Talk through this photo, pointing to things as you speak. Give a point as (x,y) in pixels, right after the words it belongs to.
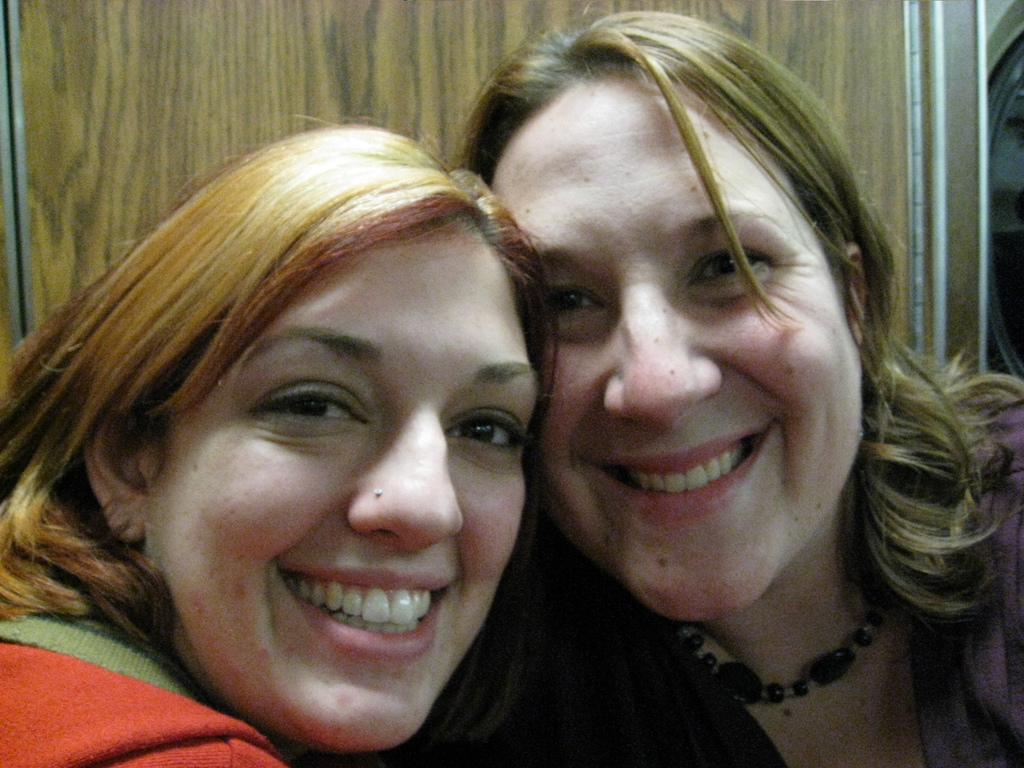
In this image, I can see two women (642,680) smiling. This looks like a wooden board (379,41).
